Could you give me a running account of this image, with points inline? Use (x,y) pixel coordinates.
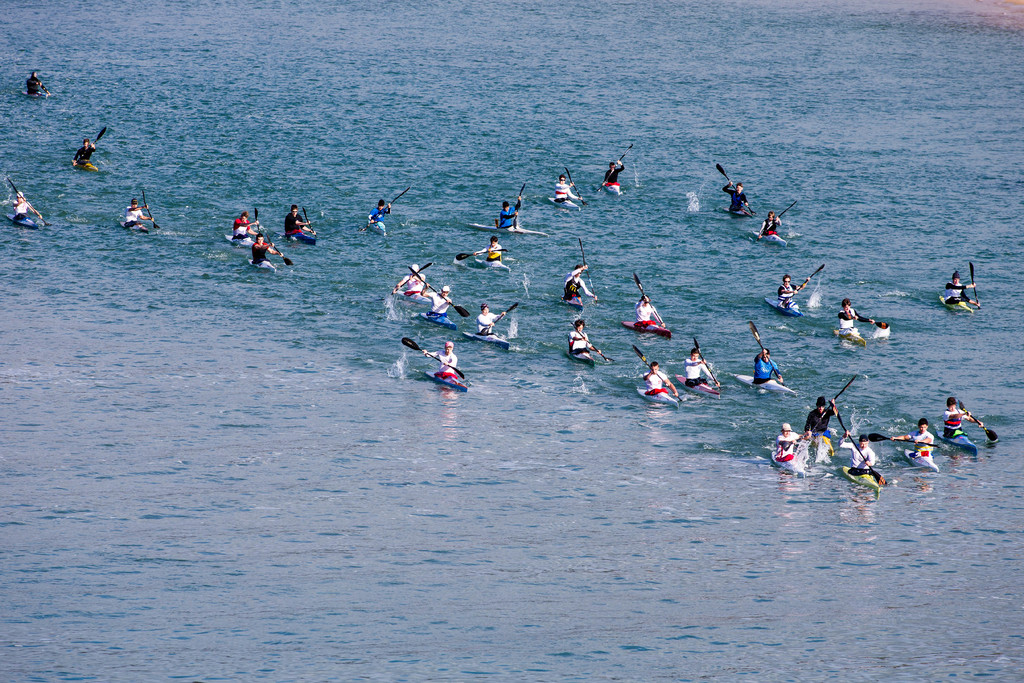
There are groups of people (290,229) sitting in the kayak boats (225,235), which are on the water (321,270). They are holding the paddle (307,216) and rowing their boats (618,187).
